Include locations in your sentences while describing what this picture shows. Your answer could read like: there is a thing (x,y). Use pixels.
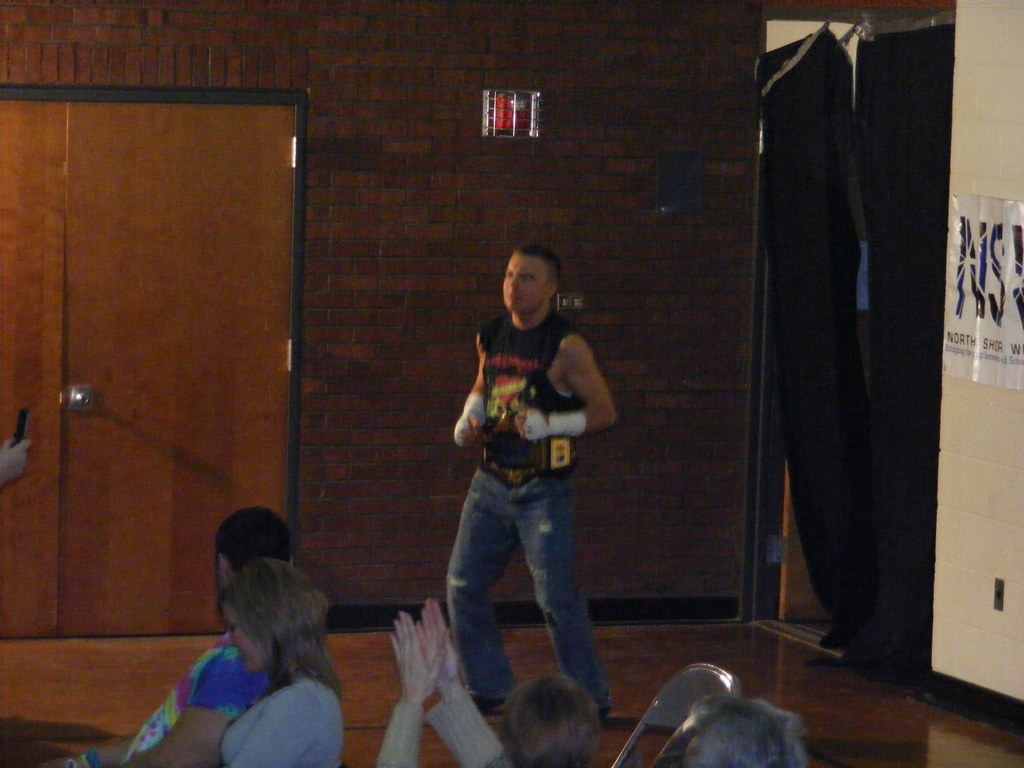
In this image there is a man (501,519) standing on the wooden floor (647,635). Behind him there is a door (187,294). On the right side (804,187) there are curtains (826,242). In front of him there are few people (301,660) who are sitting in the chairs (680,707).
